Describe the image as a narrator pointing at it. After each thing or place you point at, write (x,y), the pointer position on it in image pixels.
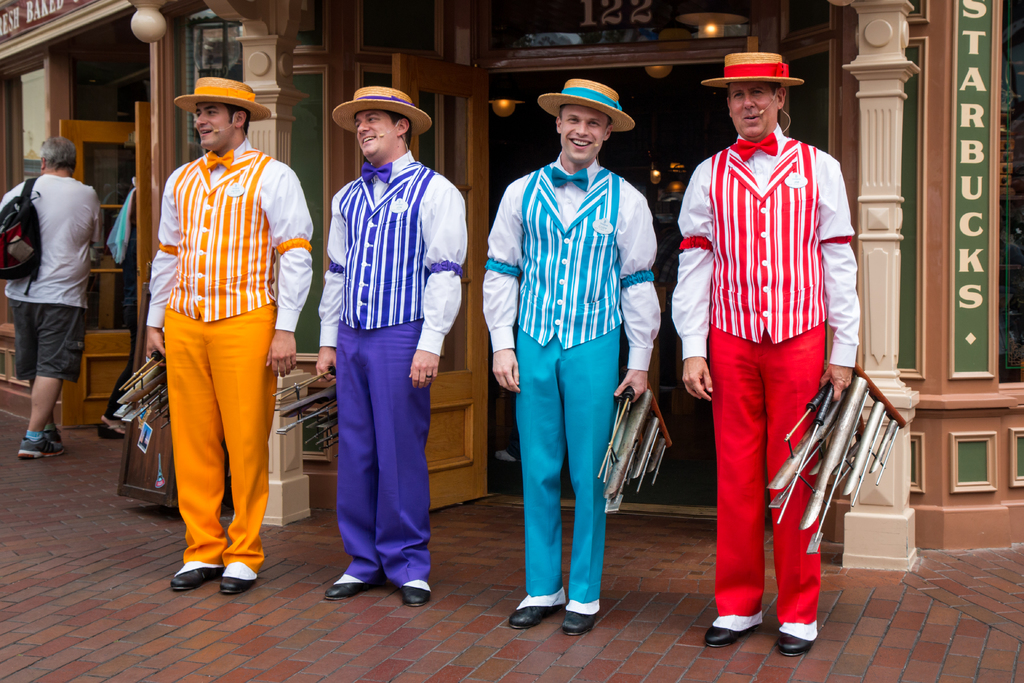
In this picture I can see four persons (272,300) standing and smiling by holding some objects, and in the background (999,406) there is a building (795,7) with pillars (260,60), there are lights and there are two persons (70,244) standing.
